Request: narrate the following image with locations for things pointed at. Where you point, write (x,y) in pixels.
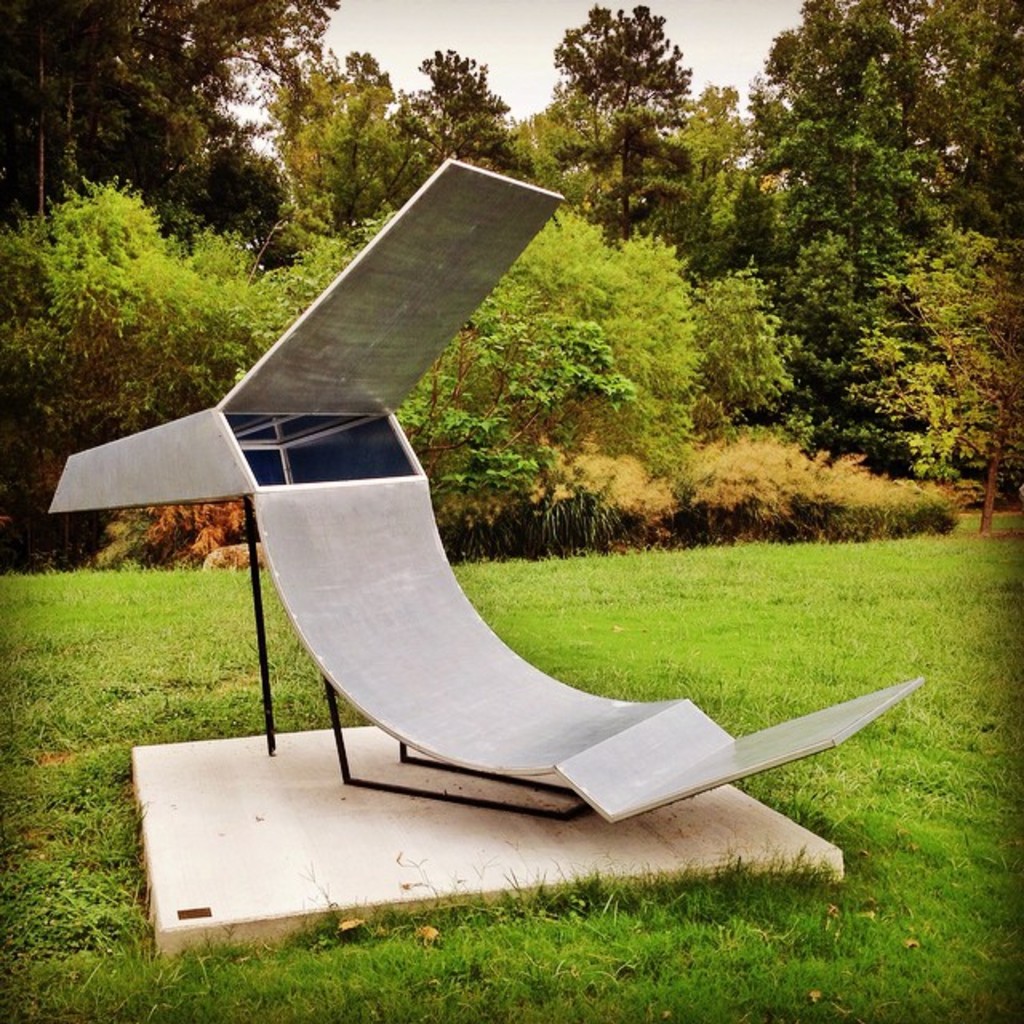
In this image there is a slide (546,749) on the stone (447,837) and the stone (454,823) is in the grass (484,923), there are few trees (570,136) and the sky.
